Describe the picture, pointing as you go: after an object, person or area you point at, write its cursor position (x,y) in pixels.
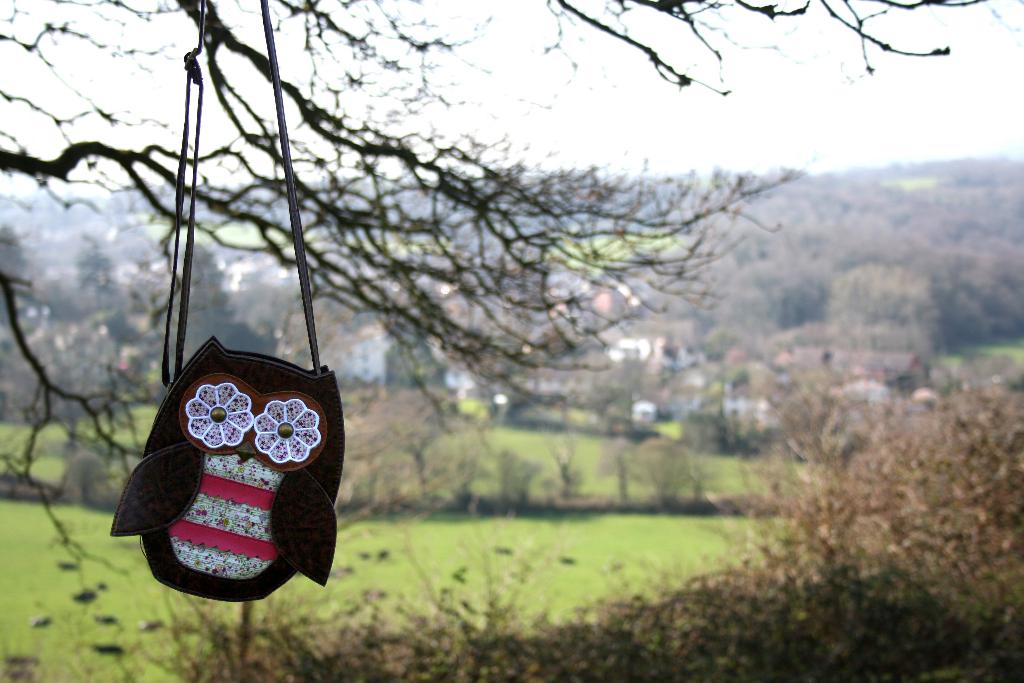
There is a sling bag (238,486) hanging in the foreground area of the image (315,427), there are trees (522,417), houses (696,402), grassland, it seems like mountains (761,197) and the sky (325,175) in the background (687,95).
